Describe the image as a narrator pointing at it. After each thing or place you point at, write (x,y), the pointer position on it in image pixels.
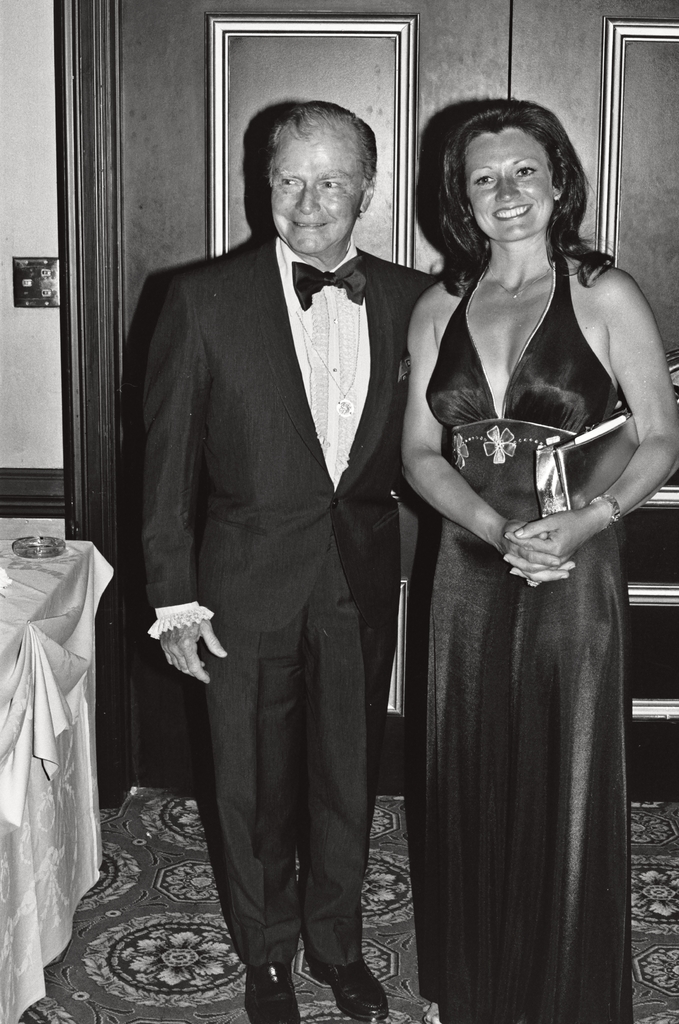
This is a black and white image where we can see a person (214,587) wearing blazer (190,599) and a woman (513,575) wearing dress (431,668) are standing here and smiling. Here I can see a table (24,693) on the left side of the image (60,680) and in the background (140,202), I can see the doors (146,249).
